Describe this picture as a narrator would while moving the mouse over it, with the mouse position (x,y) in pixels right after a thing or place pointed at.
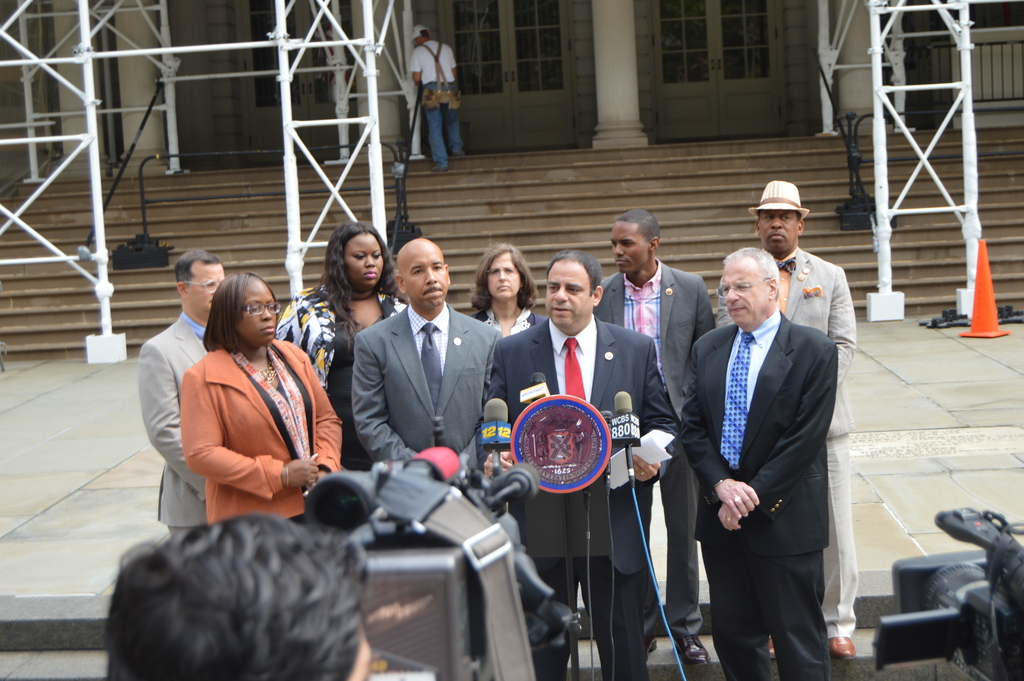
In this image, we can see persons (332,349) wearing clothes (776,347) and standing in front of mics (503,426). There are metal stands (91,74) in the top left (102,80) and in the top right of the image (827,68). There is a person (433,123) at the top of the image (427,92) climbing steps (455,169). There is a camera (954,571) in the bottom right of the image (954,581).
